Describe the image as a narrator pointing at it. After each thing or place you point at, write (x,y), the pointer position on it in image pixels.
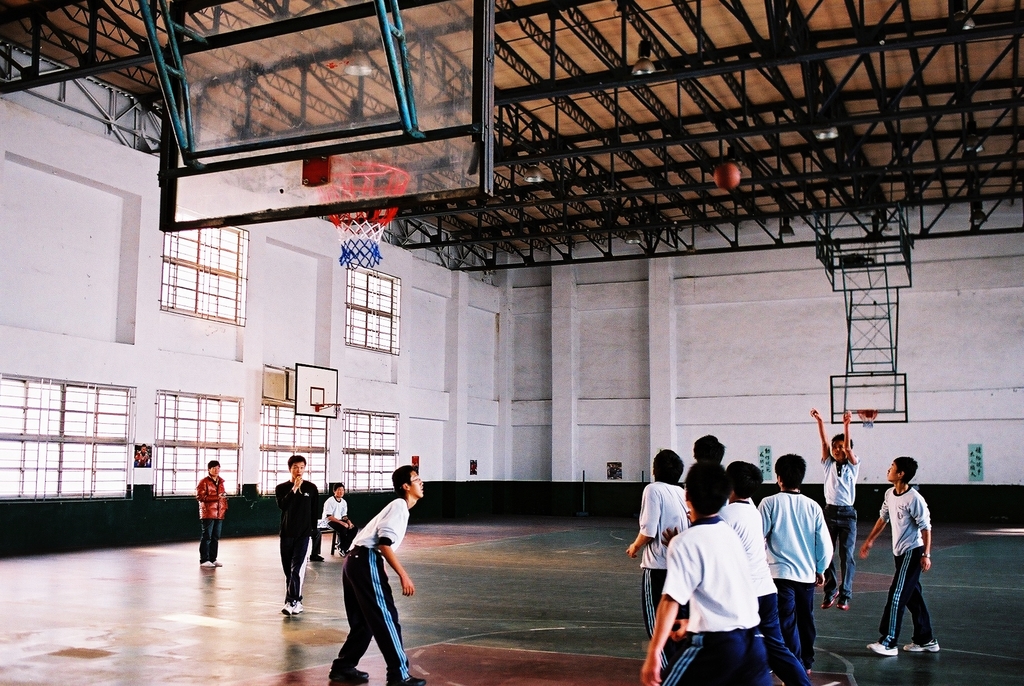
In this image I can see group of people (715,516) in an indoor stadium (618,450). There are windows (378,279), walls (141,370), basketball hoop sets (326,370), and there are lights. Also there is a ball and there is a roof (668,145) with iron strings (666,174).
